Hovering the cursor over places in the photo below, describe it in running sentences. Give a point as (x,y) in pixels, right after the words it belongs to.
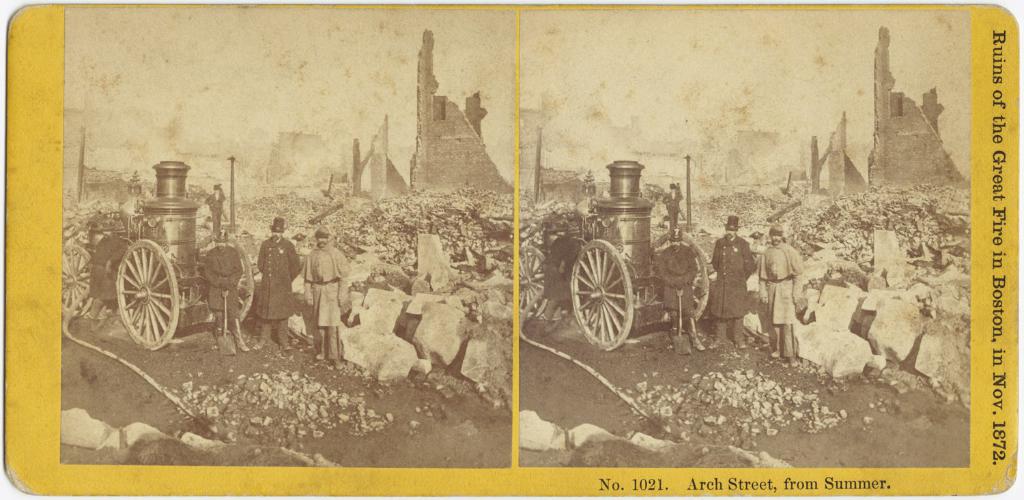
This is a poster having texts (695,490) and two images (297,348). In these two images (598,332), we can see there are persons (569,279), vehicles (525,285), rocks (412,352), buildings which are destroyed and there are clouds (268,99) in the sky (739,127). And the background of this poster is yellow in color.
